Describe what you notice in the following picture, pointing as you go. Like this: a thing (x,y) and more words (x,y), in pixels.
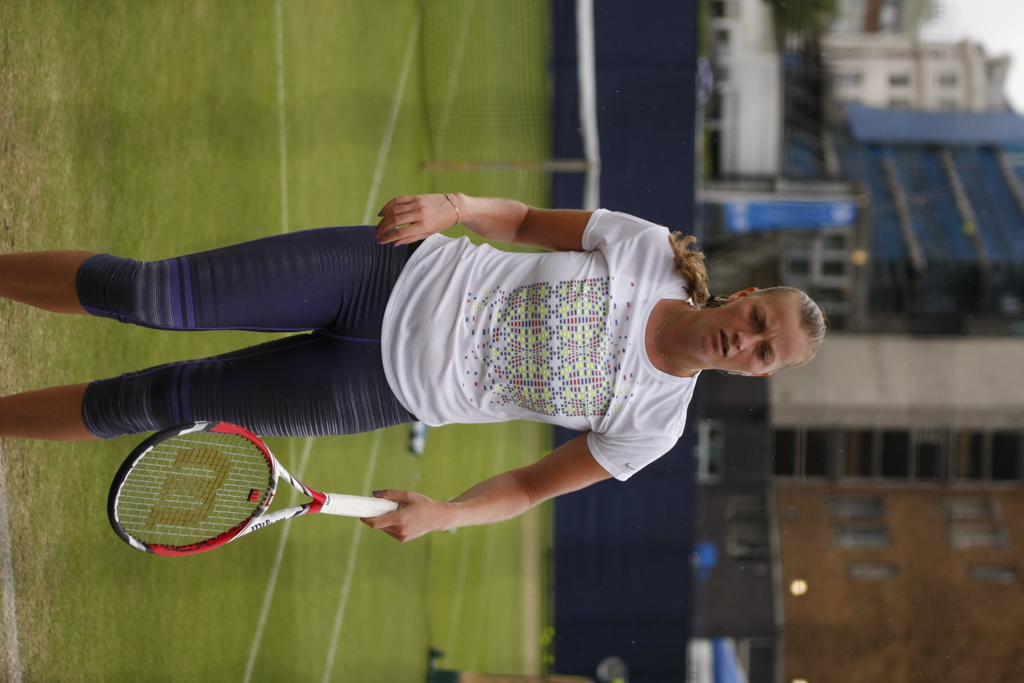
In this image there is a woman (544,293) standing and holding a tennis racket (167,461) in her hand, at the back ground (513,126) there is net (510,142), buildings (833,666), tree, sky (989,20).
